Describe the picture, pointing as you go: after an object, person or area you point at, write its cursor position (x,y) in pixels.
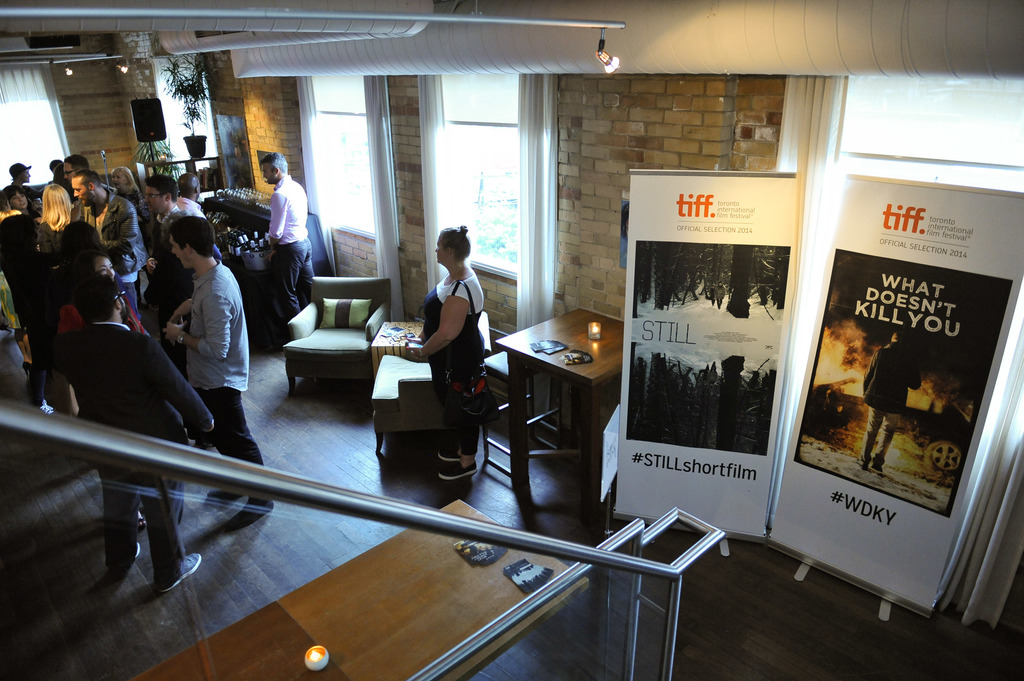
In this image there are so many people (159,269) are standing on the floor (857,643) and the (605,346), table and chair (360,333) are also there and some posters (768,428) are also there and the background is a brick wall (416,210).
